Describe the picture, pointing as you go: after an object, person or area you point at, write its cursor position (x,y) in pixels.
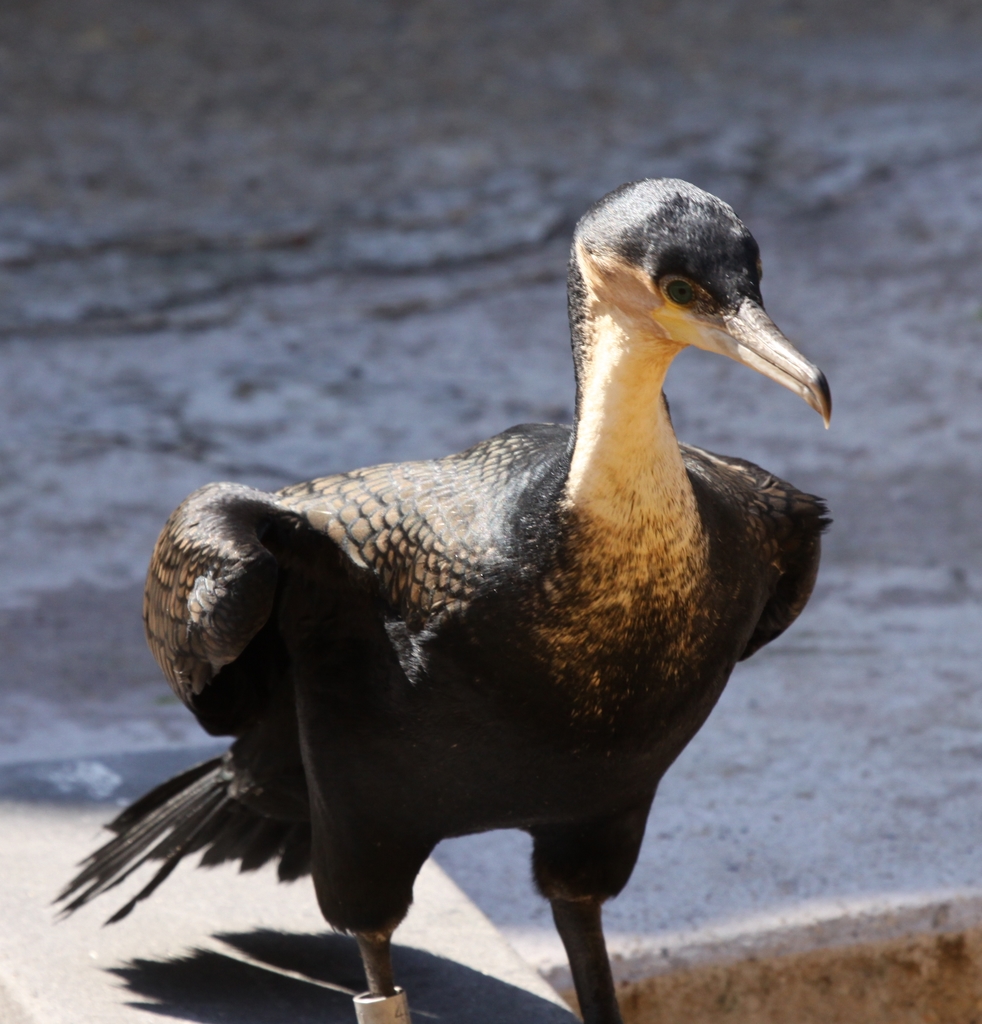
In the center of the image (478,617) there is a bird (522,746). In the background (855,639) we can see water (906,718).
